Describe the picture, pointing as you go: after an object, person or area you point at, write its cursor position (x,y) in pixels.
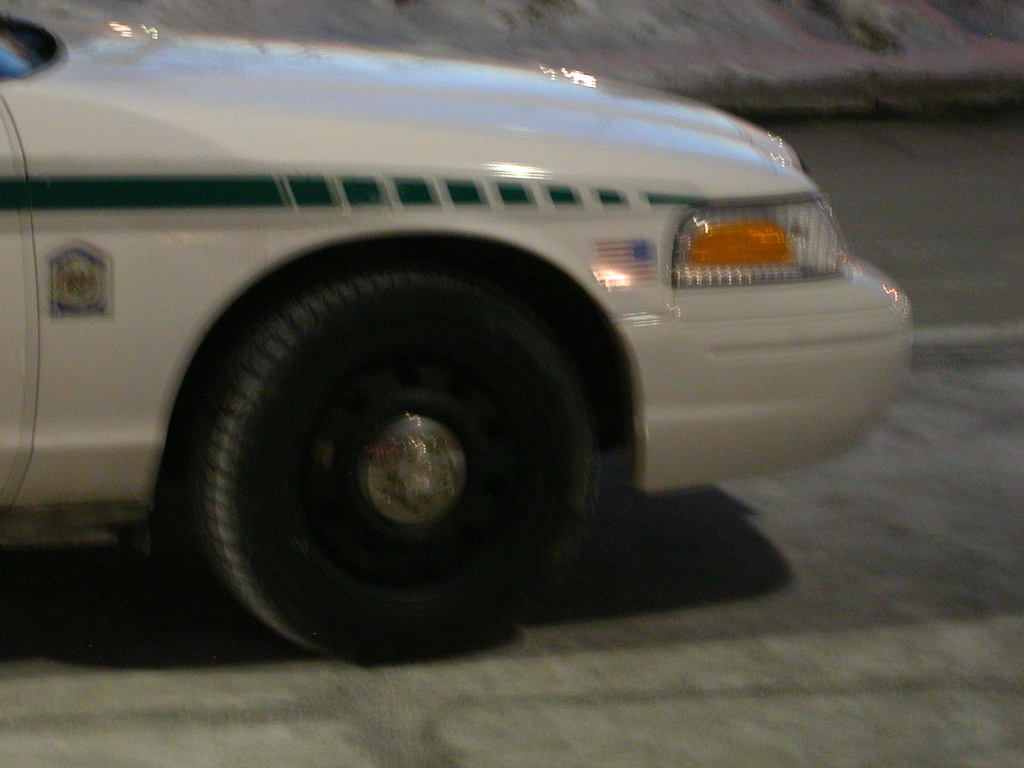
There is a zoom in picture of a white color car (395,297).
